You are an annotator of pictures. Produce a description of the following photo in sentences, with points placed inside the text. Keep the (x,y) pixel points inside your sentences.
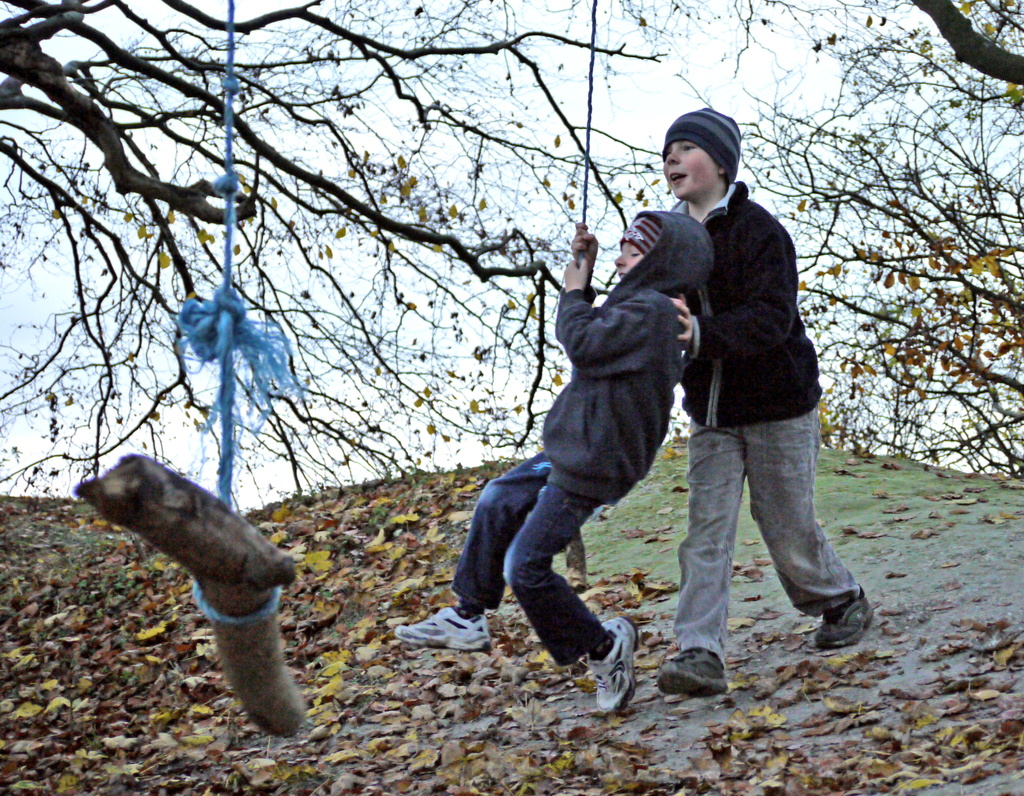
This is the picture of a place where we have a kid (552,553) who is holding the rope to which there is a tree trunk (219,554) and behind there is another person (682,188) and also we can see some trees (177,7) and leaves (283,772) on the floor (783,647).
